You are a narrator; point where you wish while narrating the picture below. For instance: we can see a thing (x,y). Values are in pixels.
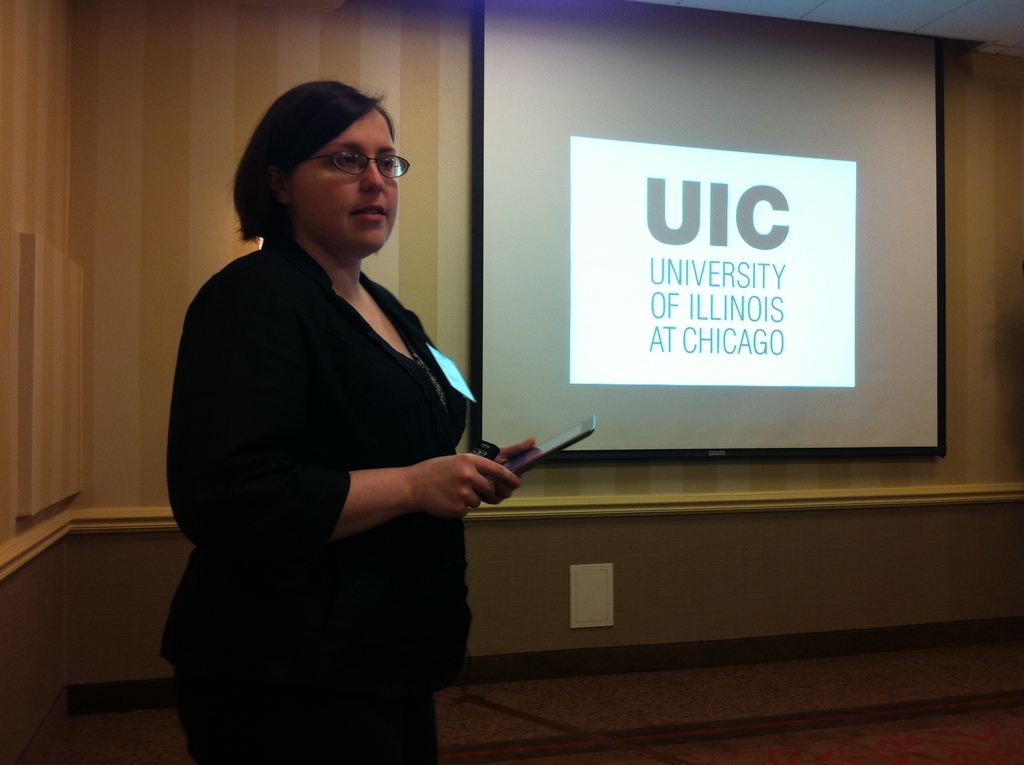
This image consists of a woman (293,572) wearing a black dress (404,726). On the right (807,260), there is a projector screen (811,271). In the background (45,224), there is a wall (4,124). At the bottom (795,698), there is a floor (761,697).
